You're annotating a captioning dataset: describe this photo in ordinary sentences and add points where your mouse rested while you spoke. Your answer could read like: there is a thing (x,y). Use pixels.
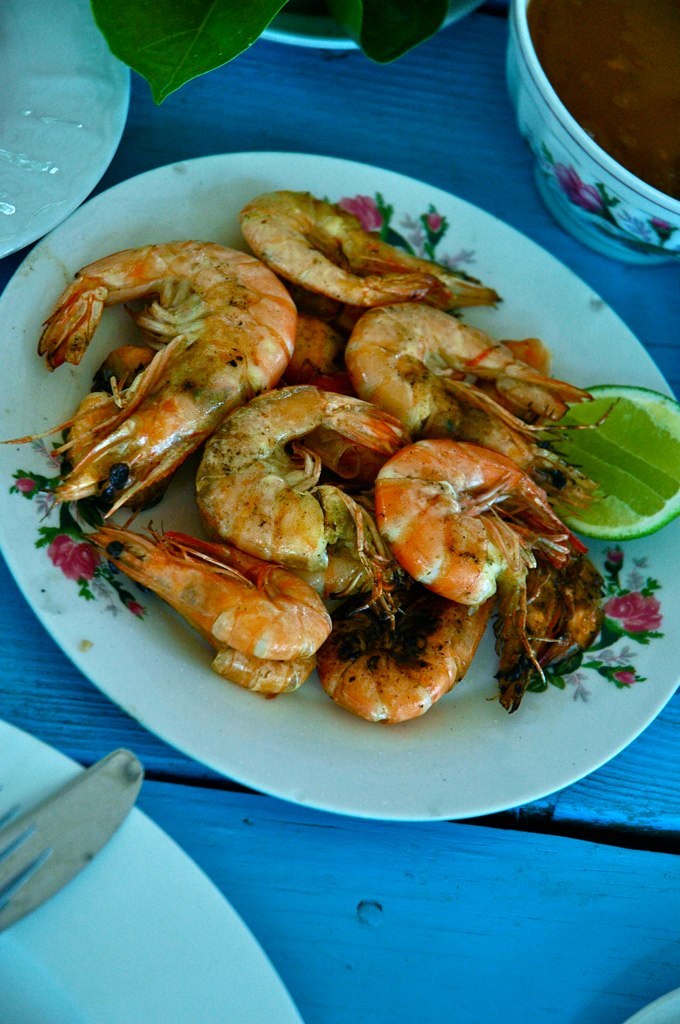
This image consists of food (363,400) and there are plates (30,348) which are white in colour, on the plate (81,878) there is a knife (81,823) and fork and at the top (180,15) there are leaves (229,4) which are visible.
